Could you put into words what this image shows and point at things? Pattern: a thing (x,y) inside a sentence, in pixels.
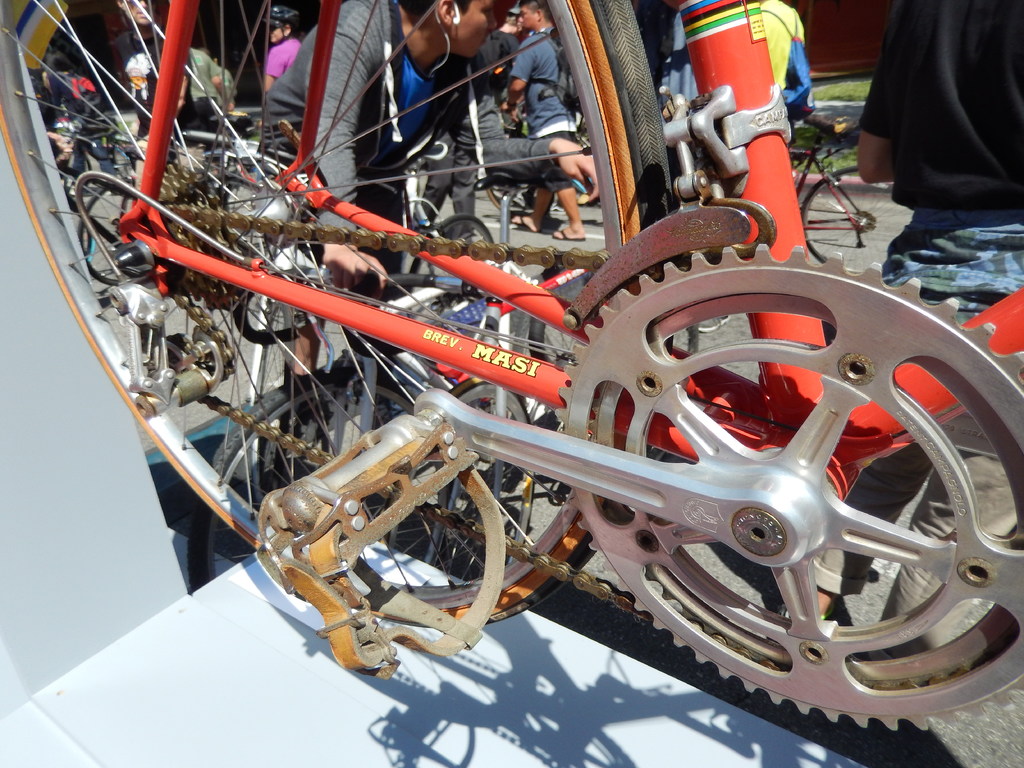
In this picture there is a cycle (330,520) on a stand (115,513) and the cycle (312,585) is in orange color and there are some people (379,111) behind the cycle (517,296).
